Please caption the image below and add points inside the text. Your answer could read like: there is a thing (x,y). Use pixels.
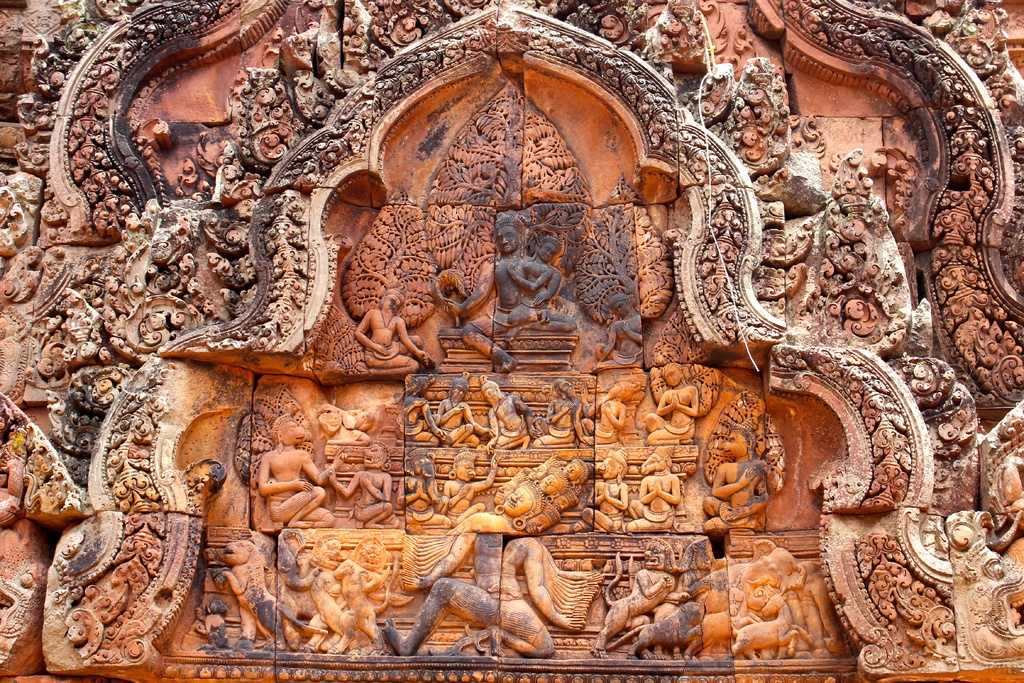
In this image on a wall (714,275) there are sculptures (767,549) and different designs (136,453).
